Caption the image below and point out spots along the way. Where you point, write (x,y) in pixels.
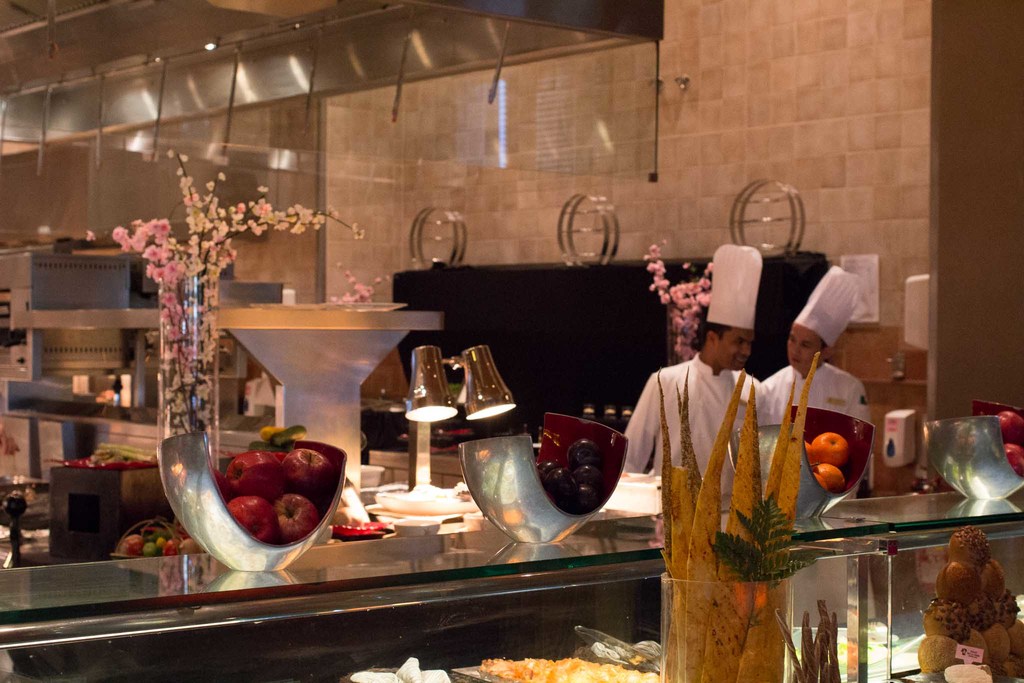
This picture shows a kitchen (523,405) and we see fruits (311,522) and some food (963,622) in the tray (487,678) and we see couple of men (723,342) wore caps (831,311) on their heads (739,343) and we see flower pots (186,302) and few vegetables (105,446) and couple of lights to the stand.
